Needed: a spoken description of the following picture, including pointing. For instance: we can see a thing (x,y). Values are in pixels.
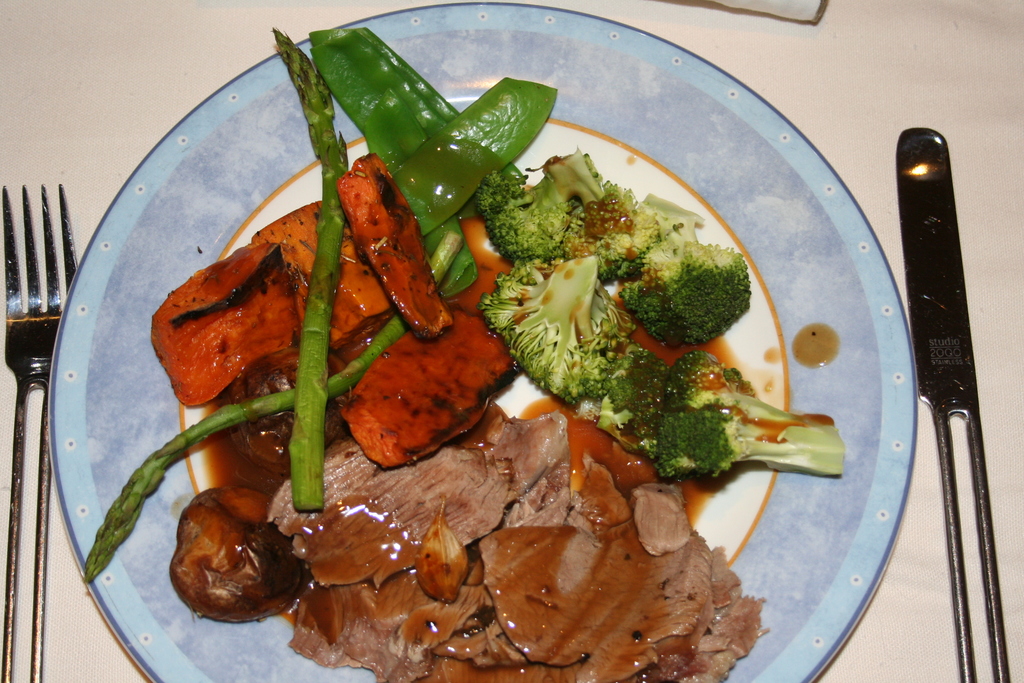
In the center of the image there is a table (742,45). On the table (985,218) we can see a plate (191,460) of food item (180,450), fork (17,334), knife (964,312) are present.
